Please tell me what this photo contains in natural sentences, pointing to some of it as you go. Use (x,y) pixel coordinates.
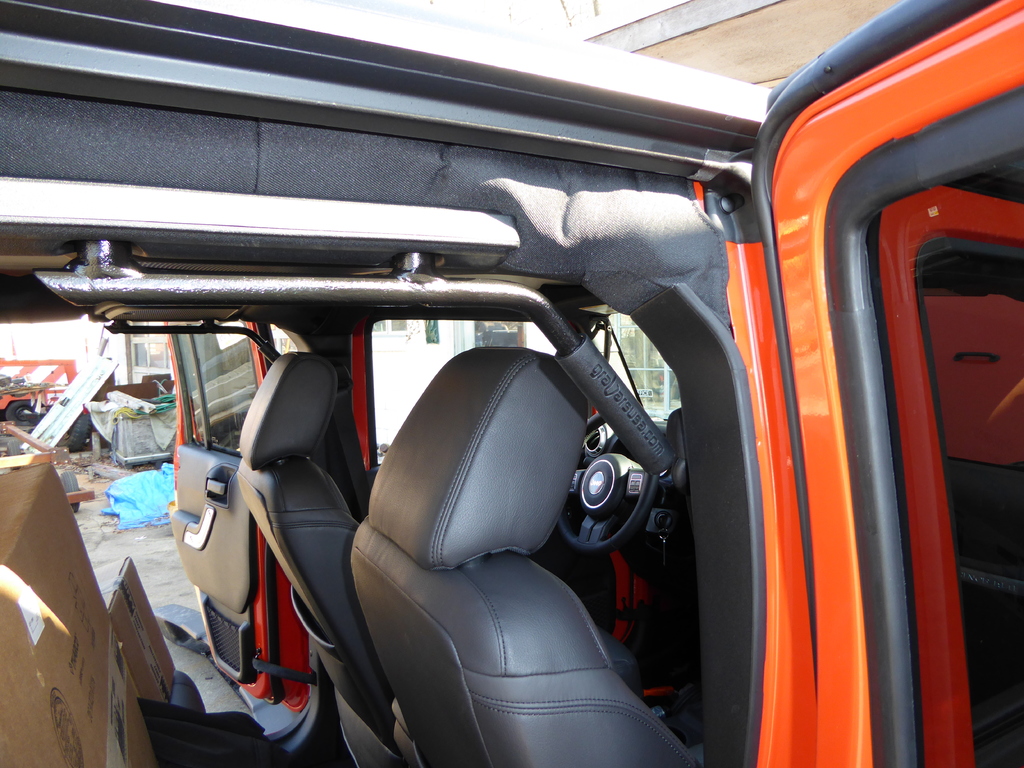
It is a car (526,459), it is in orange, these are the seats (520,565) inside of it.
